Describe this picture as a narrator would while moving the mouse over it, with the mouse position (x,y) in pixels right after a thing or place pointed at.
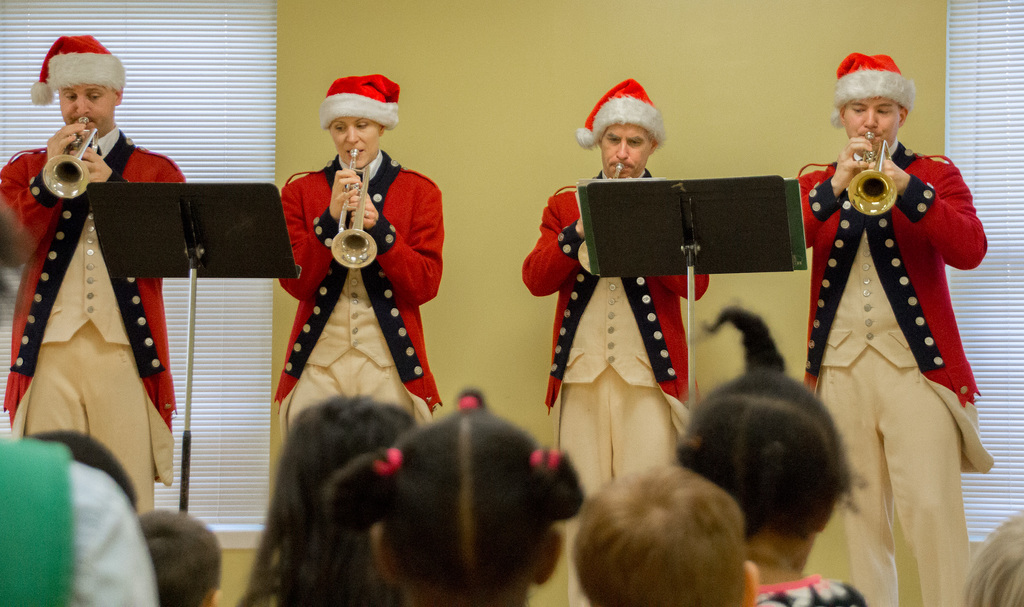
In this image we can see the people (338,523) standing and few people (378,205) playing musical instruments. And we can see the stands (693,252). In the background (181,310), we can see the wall (460,110) and window shades (251,74).
